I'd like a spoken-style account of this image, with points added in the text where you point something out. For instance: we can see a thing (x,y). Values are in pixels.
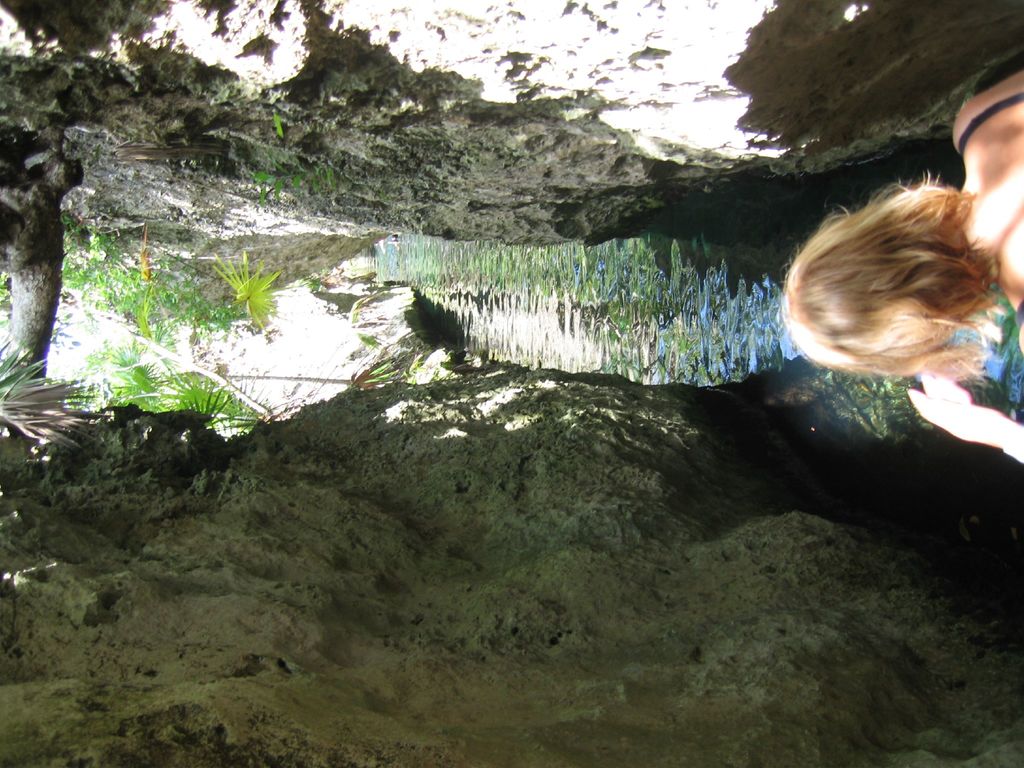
On the right side of the image (888,291) a person (920,282) is there. In the middle of the image (514,329) we can see water (425,254), plants (169,272), trees (150,345). At the top (416,57) and bottom of the image (508,678) we can see some rocks (526,584).
